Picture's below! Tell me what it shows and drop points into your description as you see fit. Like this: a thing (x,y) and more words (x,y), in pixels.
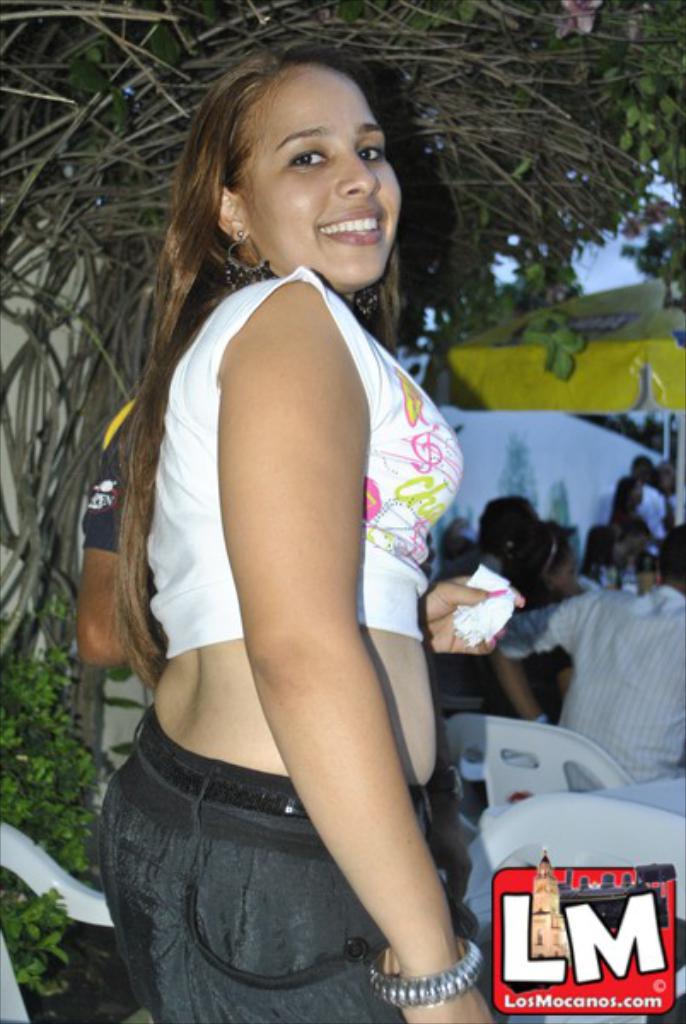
This image consists of a woman (229,565) in the middle (250,358). She is smiling. There is a tree (507,105) at the top (419,146). There are chairs (12,864) at the bottom (489,806). There are some people (531,537) sitting on chairs (628,861) on the right side (631,524).
